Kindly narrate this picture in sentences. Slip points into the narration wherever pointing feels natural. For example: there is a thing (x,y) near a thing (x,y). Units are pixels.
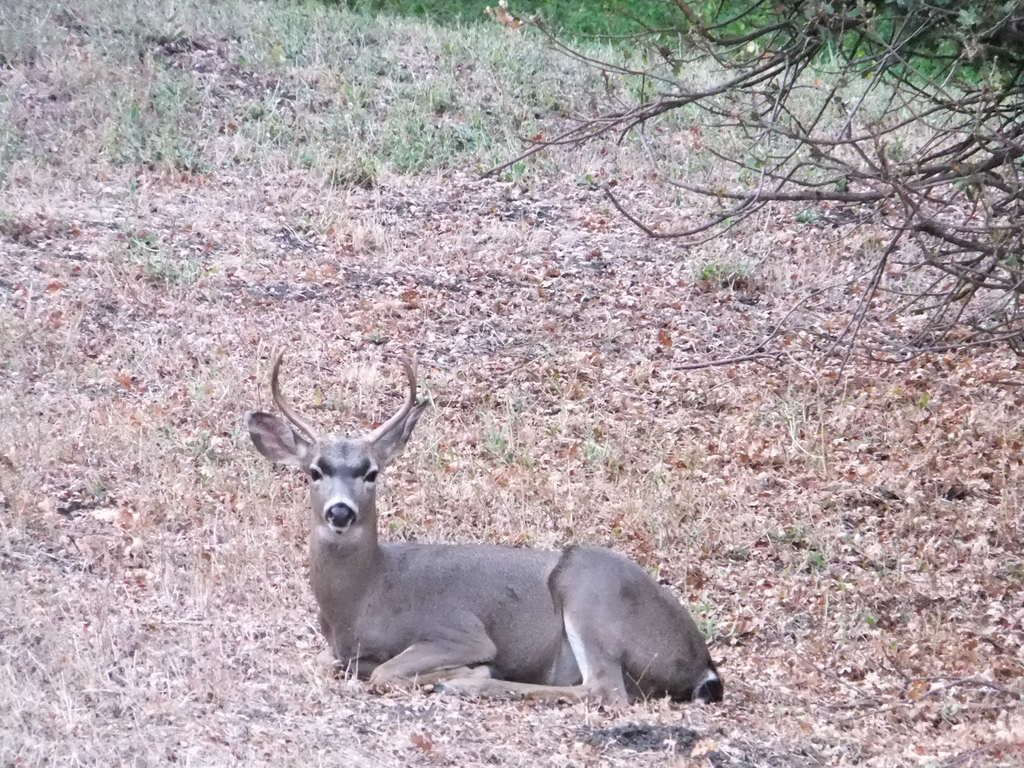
In this image in the front (413,410) there is an animal (423,601) sitting on the ground (486,537). In the background (501,142) there is grass (519,122) on the ground (679,50) and there are dry trees (961,156).
